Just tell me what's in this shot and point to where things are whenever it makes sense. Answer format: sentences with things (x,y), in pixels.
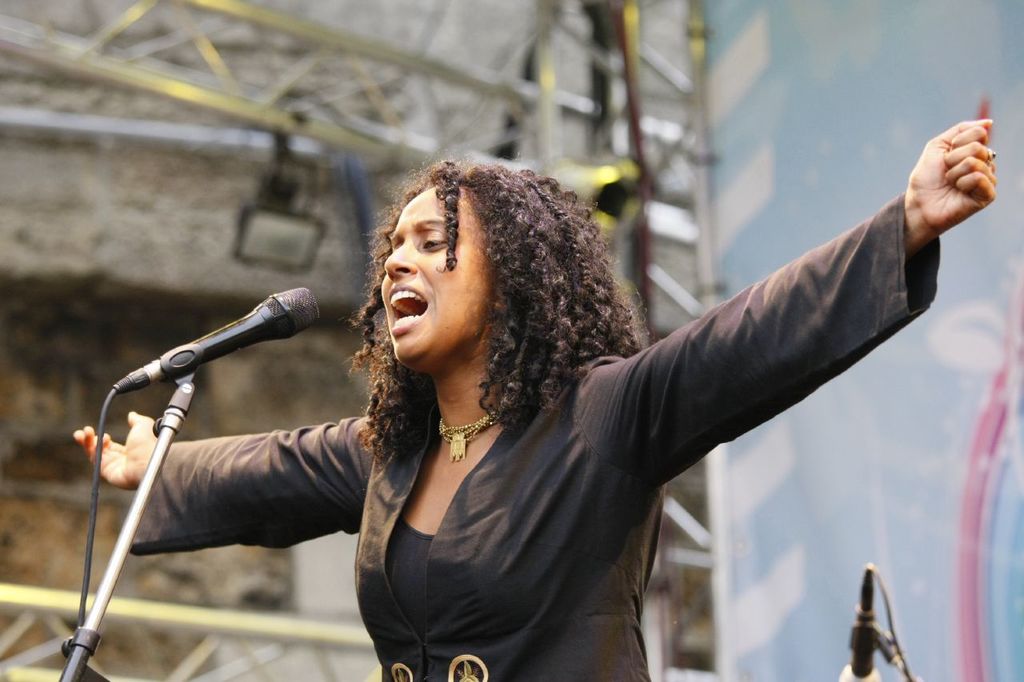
In this picture, we see the woman (603,486) in the black dress (603,506) is standing. In front of her, we see a microphone (295,310) and she is singing the song on the microphone (283,304). Behind her, we see a microphone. On the right side (798,60), we see a banner (888,450) in blue color. In the background (411,101), we see the iron beam pillars (639,77). In the background (196,248), it is grey in color.
